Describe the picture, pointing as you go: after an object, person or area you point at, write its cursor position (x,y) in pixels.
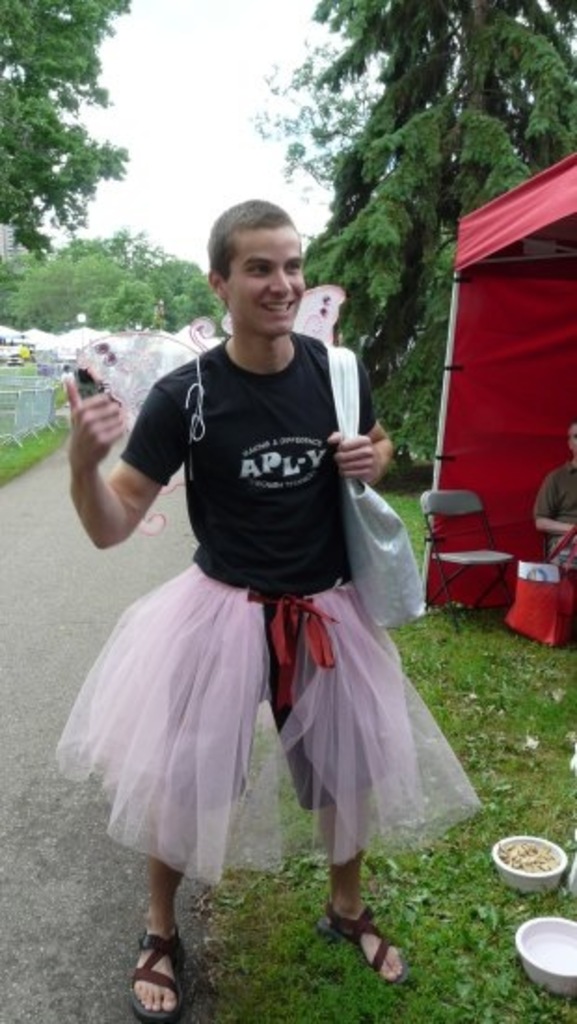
In this image in front (282,304) there is a person (261,336) wearing a smile on his face (261,323). Beside him there are bowls (519,933). Behind him there is a person (562,473) sitting on the chair (569,564) under the tent (517,235). Beside him there is another chair (450,565). In the center of the image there is a road (104,580). In the background of the image (72,331) there are tents (61,335), chairs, trees (35,313), buildings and sky (204,109).
